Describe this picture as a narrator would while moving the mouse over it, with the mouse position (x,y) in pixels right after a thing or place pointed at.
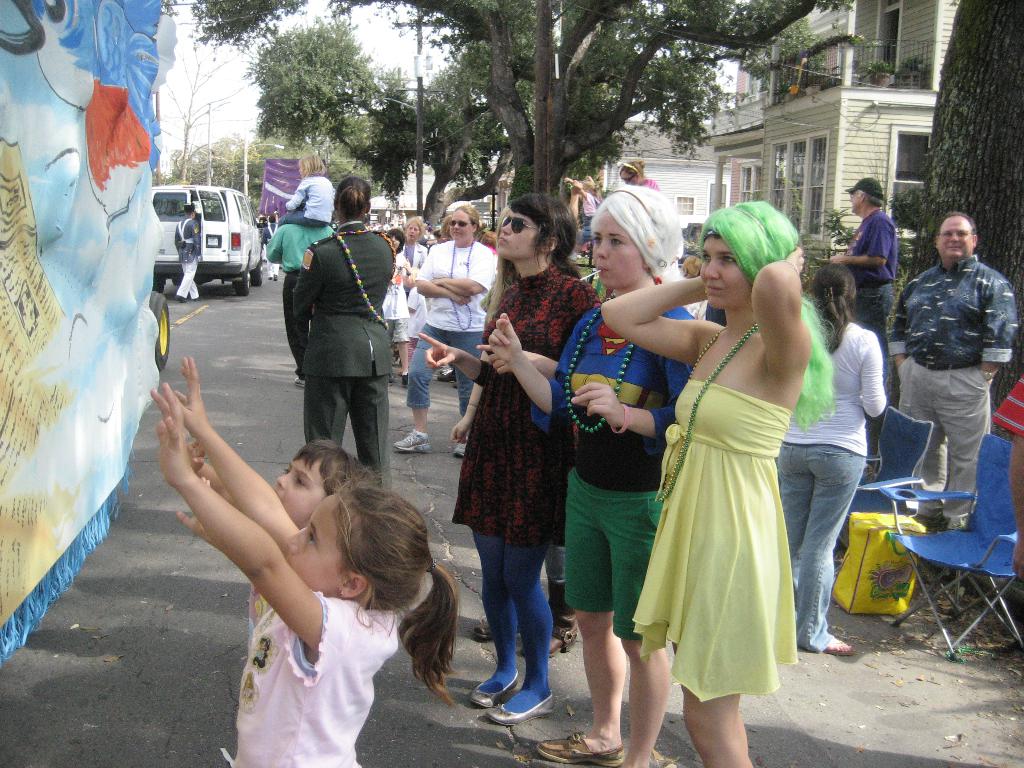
The picture is taking on the streets (876,636) of a city (854,664). In the center of the picture (447,415) there is road (144,608), on the road (126,751) there are vehicles (214,245), people (653,400), chairs (929,535) and other objects (46,532). In the center of the picture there are trees (645,14) and buildings (922,76). In the background (245,152) there are trees (238,160) and poles (422,106). In the foreground (272,632) there are two kids (308,595).
